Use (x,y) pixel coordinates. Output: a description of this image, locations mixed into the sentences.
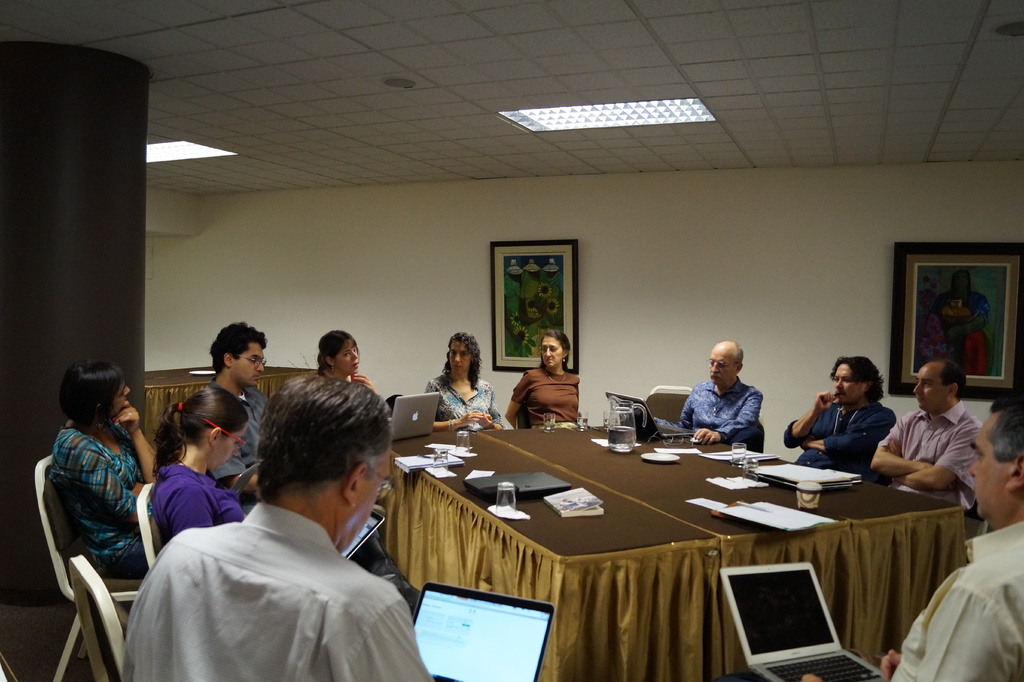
In this image there are group of persons (952,467) who are sitting around the table (611,577) and doing some work and at the middle of the image (622,447) there are glasses (738,451) and books (565,506) on top of the table (620,466) and at the background of the image (947,300) there are paintings (947,300) attached to the wall (677,383).
